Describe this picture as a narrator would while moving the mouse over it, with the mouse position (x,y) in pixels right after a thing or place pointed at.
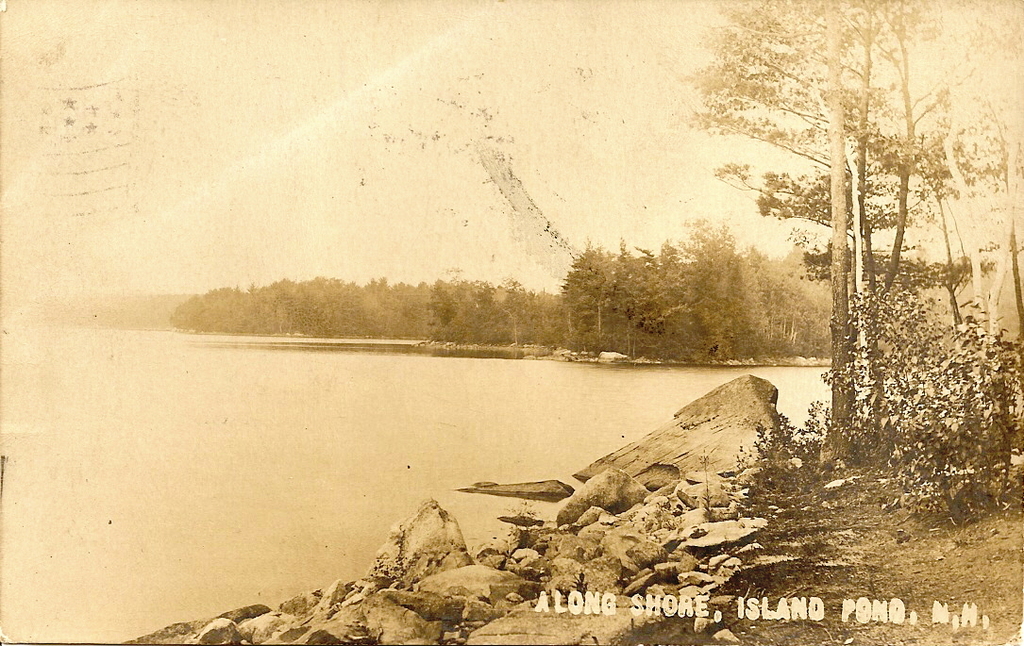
This image is a poster we can see trees (617,282), water (585,407), stones (638,522) and some text (694,609).
